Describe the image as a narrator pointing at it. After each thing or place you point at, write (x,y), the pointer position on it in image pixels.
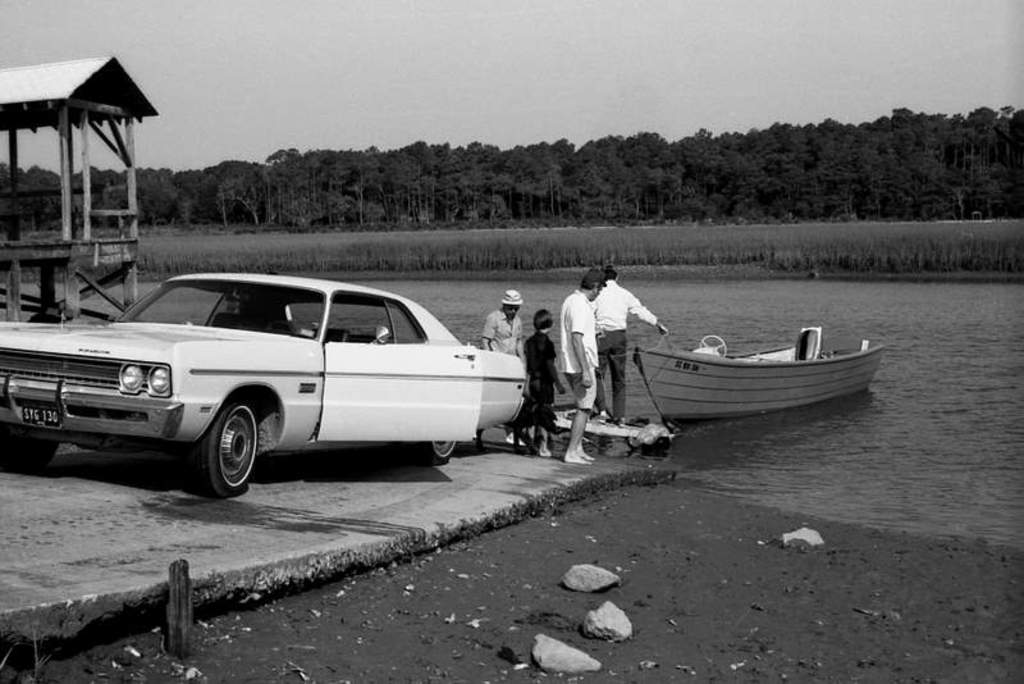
In this picture we can see a car (255,395) on the left side (279,395), on the right side (941,455) there is water (933,455), we can see a boat (795,396) in the water (821,406), there are four persons (537,357) standing in the middle (545,332), in the background (841,193) there are some trees (761,182) and grass (621,254), we can see stones (607,567) at the bottom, there is the sky (428,42) at the top of the picture (448,36), it is a black and white image.
